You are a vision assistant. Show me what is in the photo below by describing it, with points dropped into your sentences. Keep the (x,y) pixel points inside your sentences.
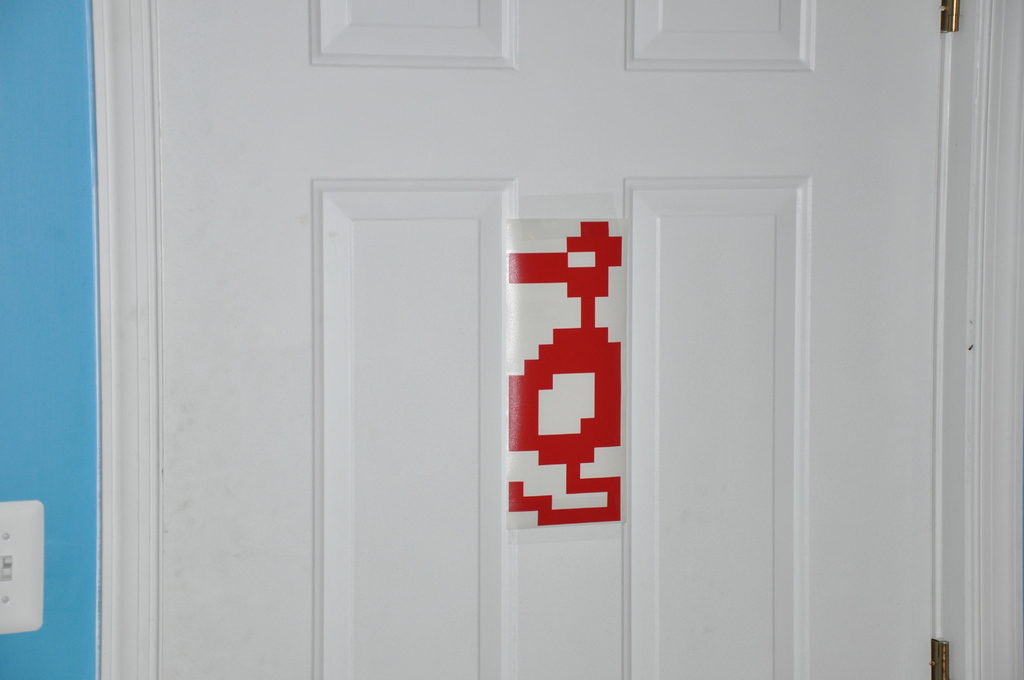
In the image we can see a door (736,344), white in color. On the door (670,495) there is a design (562,451), red in color. Here we can even see a wall (16,297), blue in color.
